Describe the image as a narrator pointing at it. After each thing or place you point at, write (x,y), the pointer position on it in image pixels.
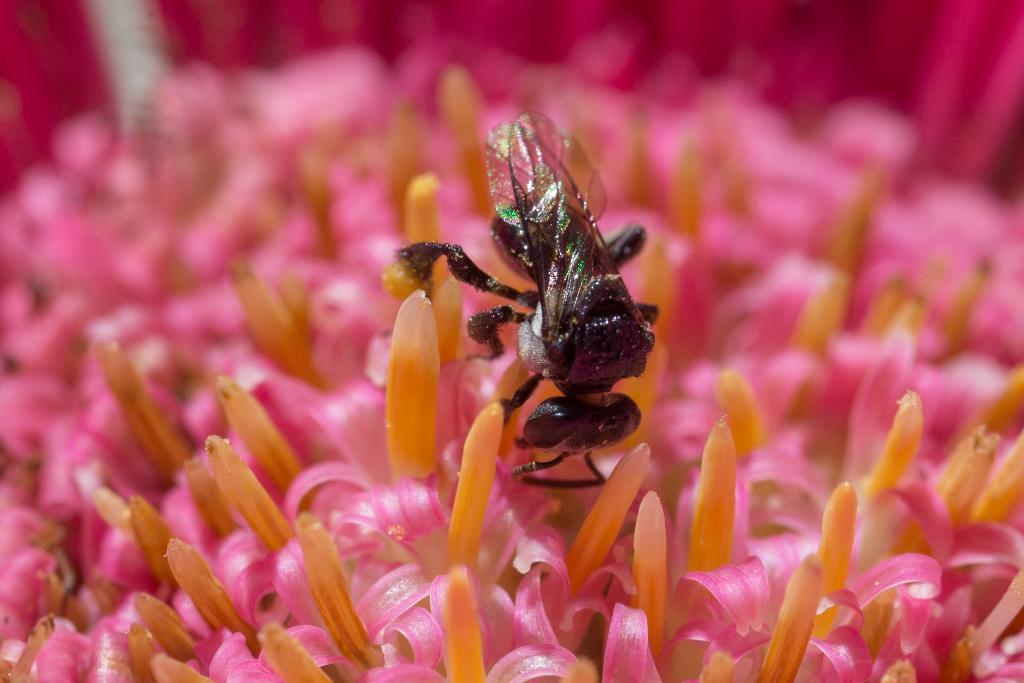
In this image I can see few flowers (795,184) in pink and orange color and I can see the black color insect (525,323) on it.
